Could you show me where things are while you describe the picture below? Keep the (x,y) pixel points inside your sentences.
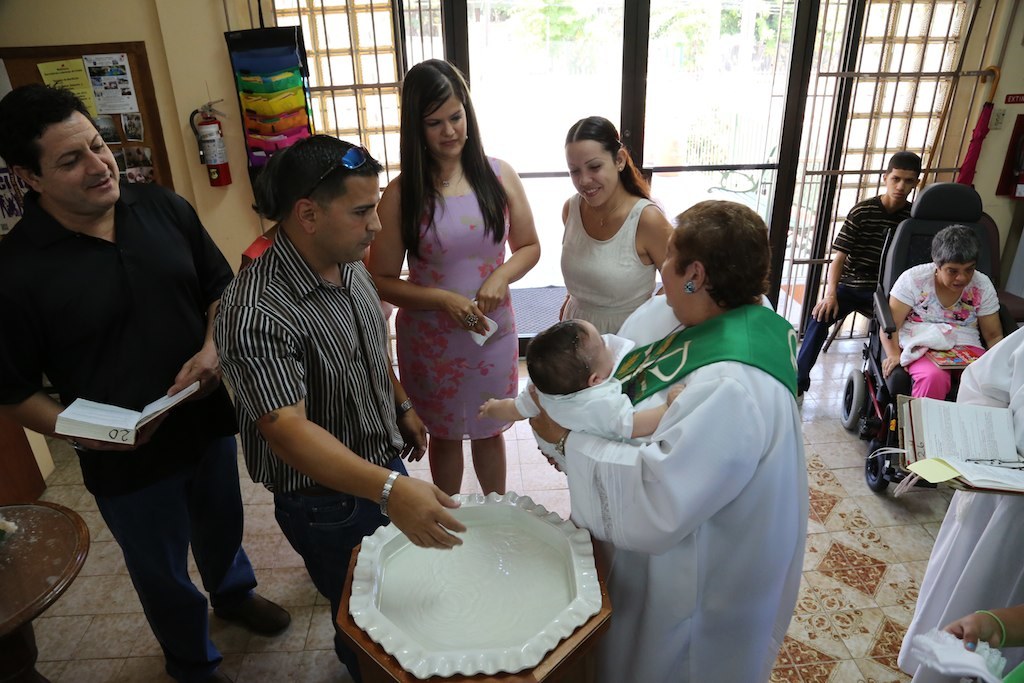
In this image, there are group of people (422,359) standing and wearing clothes (112,306). The person (104,295) who is on the left side of the image (83,305) holding a book (170,406) with his hand (196,376). The person (692,394) who is in the middle of the image (675,367) holding a baby (600,374) with her hand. There is a bowl (521,539) at the bottom of the image (487,657). There is a person (917,279) on the right side of the image (938,268) sitting on the wheelchair (876,412).
